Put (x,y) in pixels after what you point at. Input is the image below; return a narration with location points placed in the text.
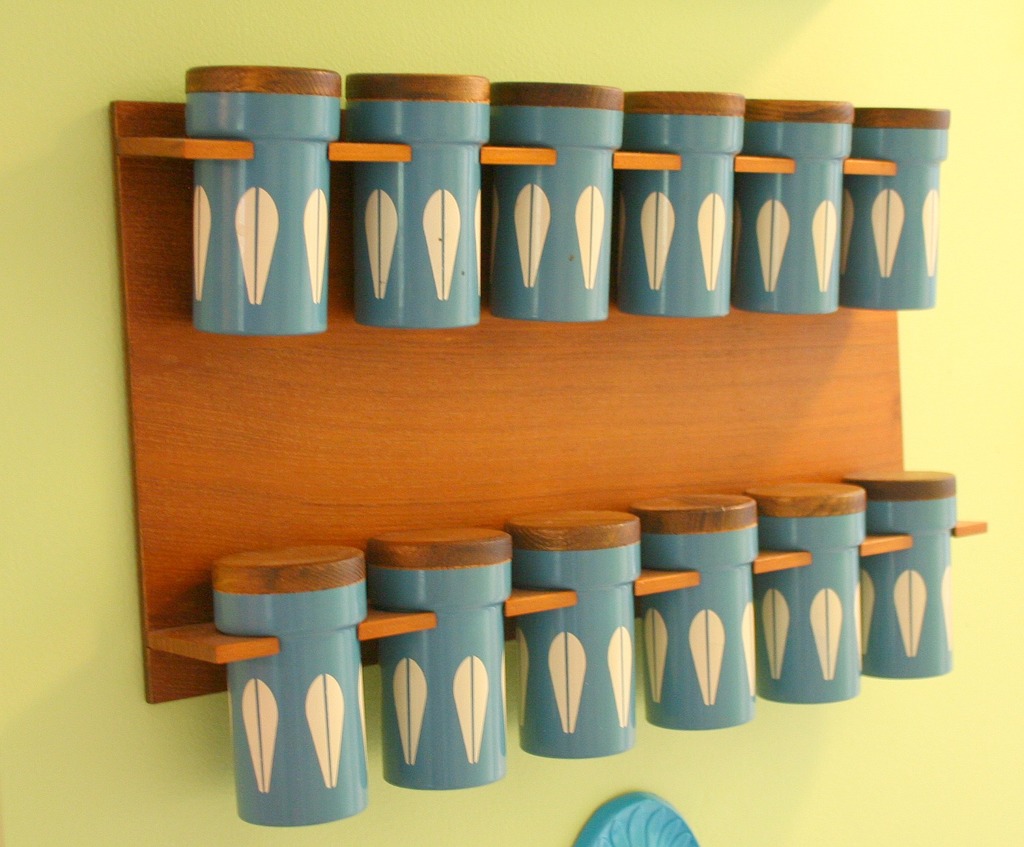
This image consists of some boxes (325,202). They are attached to the wall (1010,416). They are in blue color.
